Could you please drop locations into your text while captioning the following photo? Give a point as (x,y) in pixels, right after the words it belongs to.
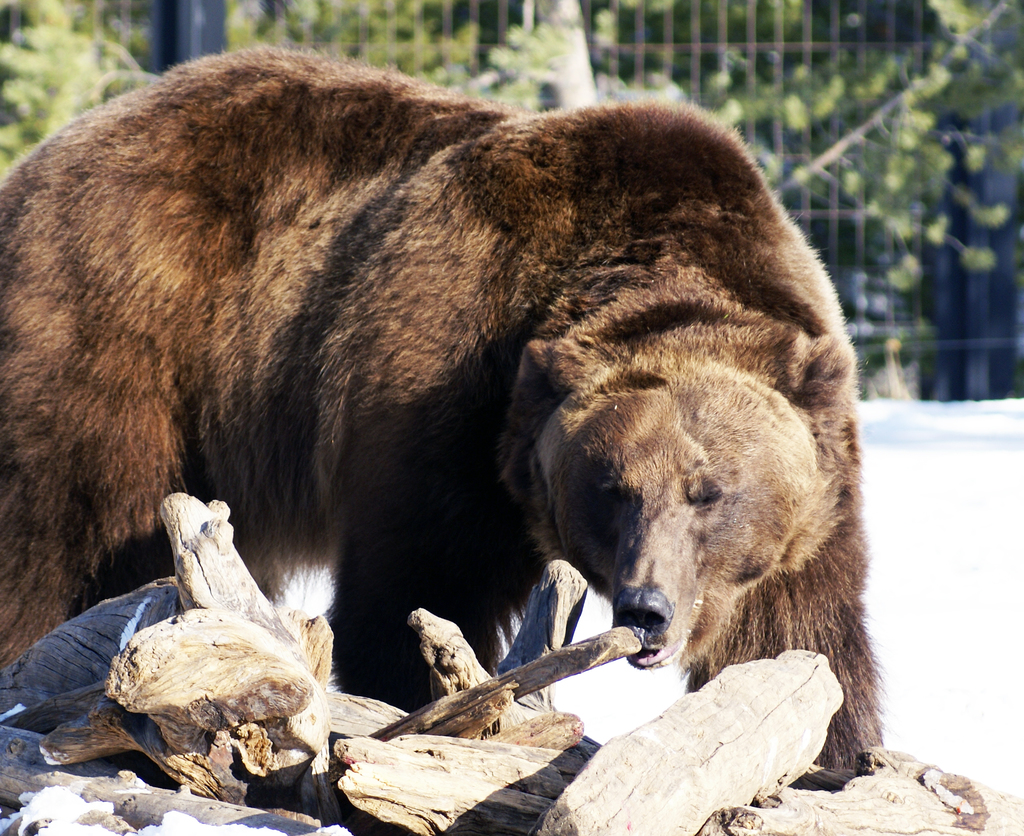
In this picture, there is a bear (626,342) which is in brown in color. At the bottom (25,672), there are logs (718,826). In the background (615,65), there is a fence (195,21) and trees (584,79).
